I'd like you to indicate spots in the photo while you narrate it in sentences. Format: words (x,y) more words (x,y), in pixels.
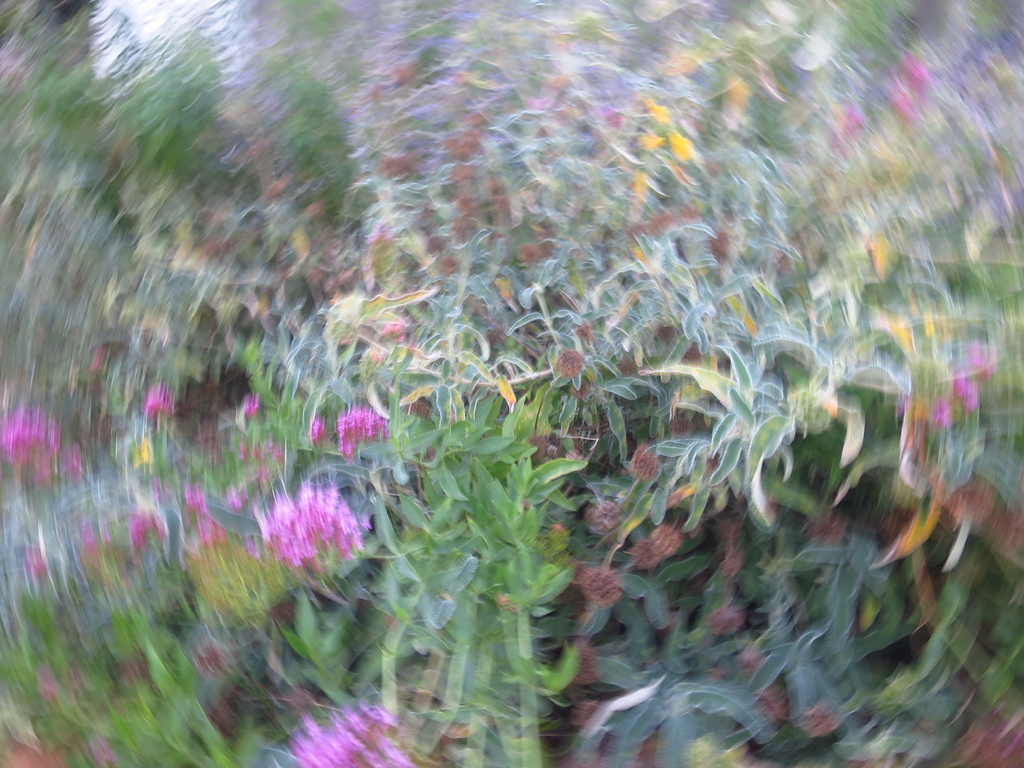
As we can see in the image there are plants (179,729) and flowers (347,455). The image is blurred.
